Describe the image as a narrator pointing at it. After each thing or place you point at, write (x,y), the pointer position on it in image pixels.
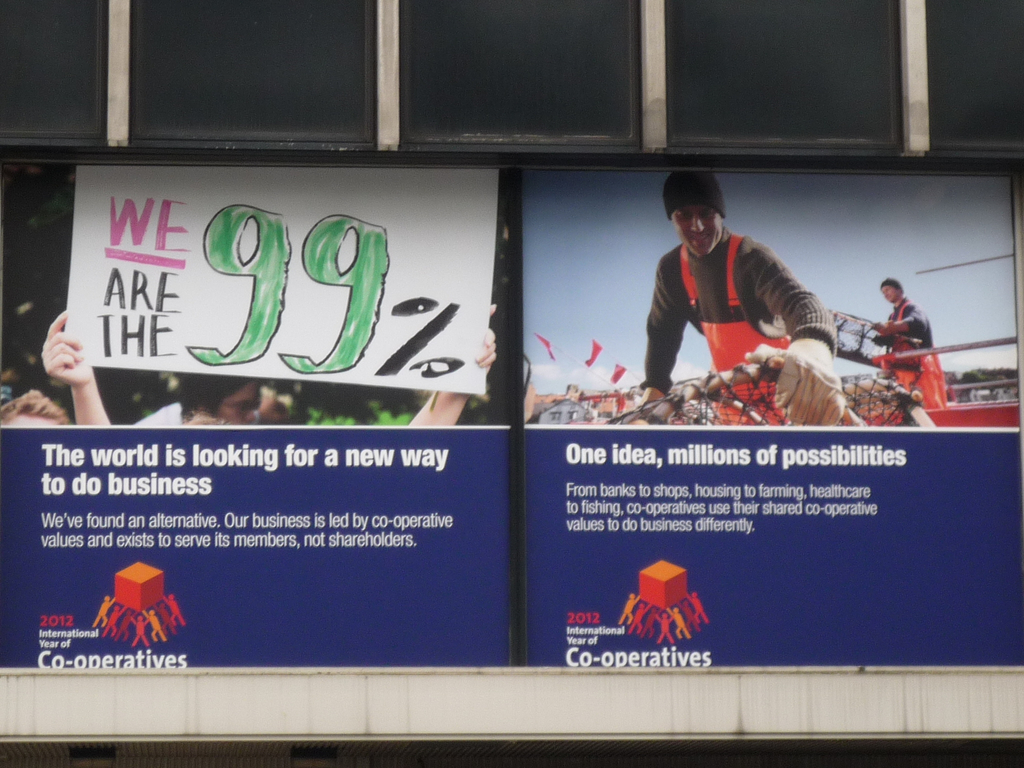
Here in this picture we can see a banner (681,231) present on a building (940,722) and in that we can see a couple of persons (766,330) present and we can also see a placard (78,175) present over there.
